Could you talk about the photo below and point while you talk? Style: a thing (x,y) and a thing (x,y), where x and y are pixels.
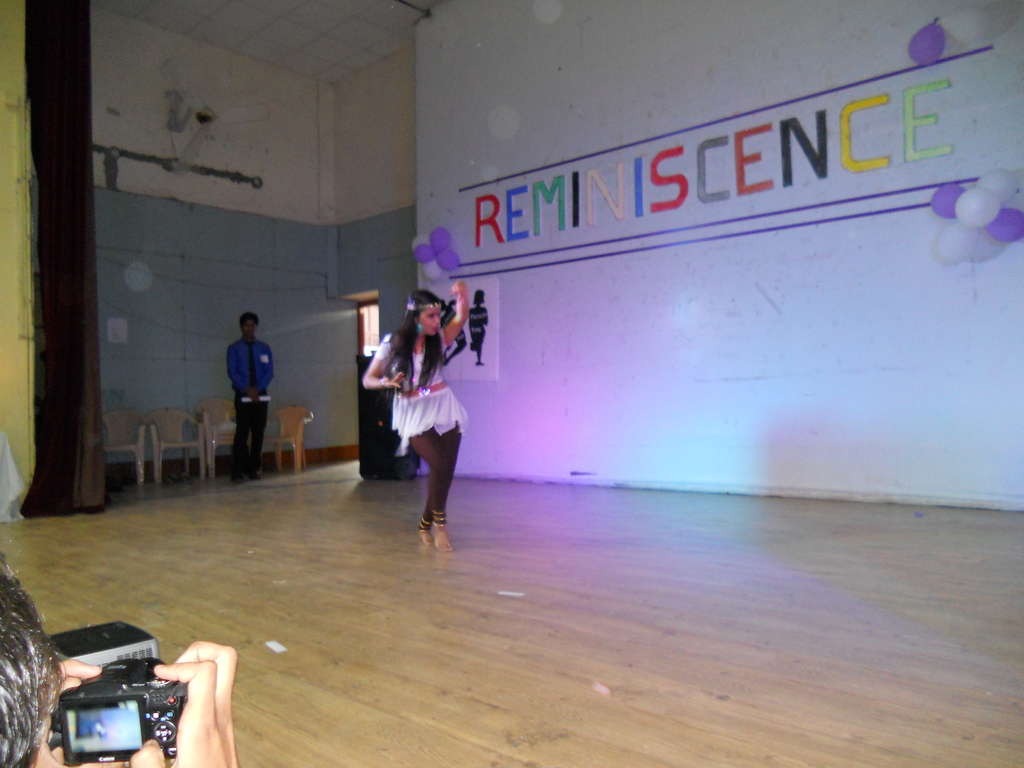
In this picture I can see a person (450,414) dancing, there is a person (254,388) standing, there is a person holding a camera (108,730), there are balloons (435,262) on the wall (432,282), there are chairs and a fan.
